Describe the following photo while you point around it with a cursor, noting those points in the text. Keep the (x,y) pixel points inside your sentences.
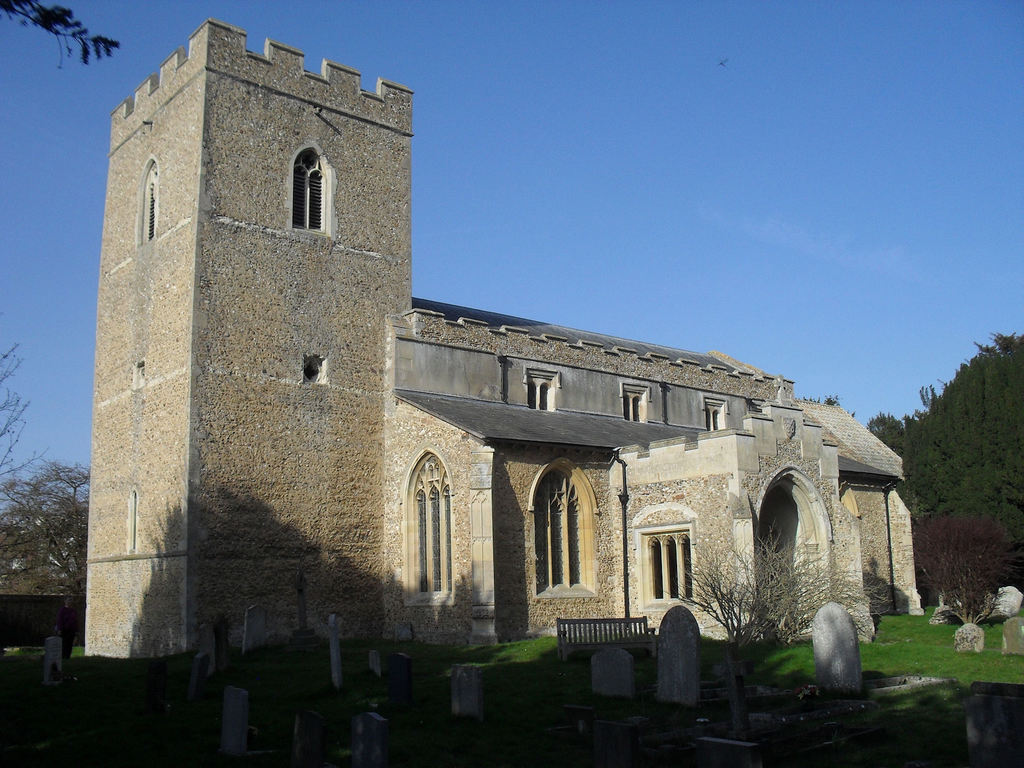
In this image there is a stone building (455,445) in the middle (496,476). In front of it there are so many stones (687,665) on the ground (937,642). There is a bench (602,645) in the middle of the ground (548,672). At the top (627,190) there is the sky (662,240). There are trees (980,427) on either side of the building (86,648). On the left side (66,645) there is a person (71,653) standing on the ground (76,671). On the ground (186,729) there is grass (193,730).
